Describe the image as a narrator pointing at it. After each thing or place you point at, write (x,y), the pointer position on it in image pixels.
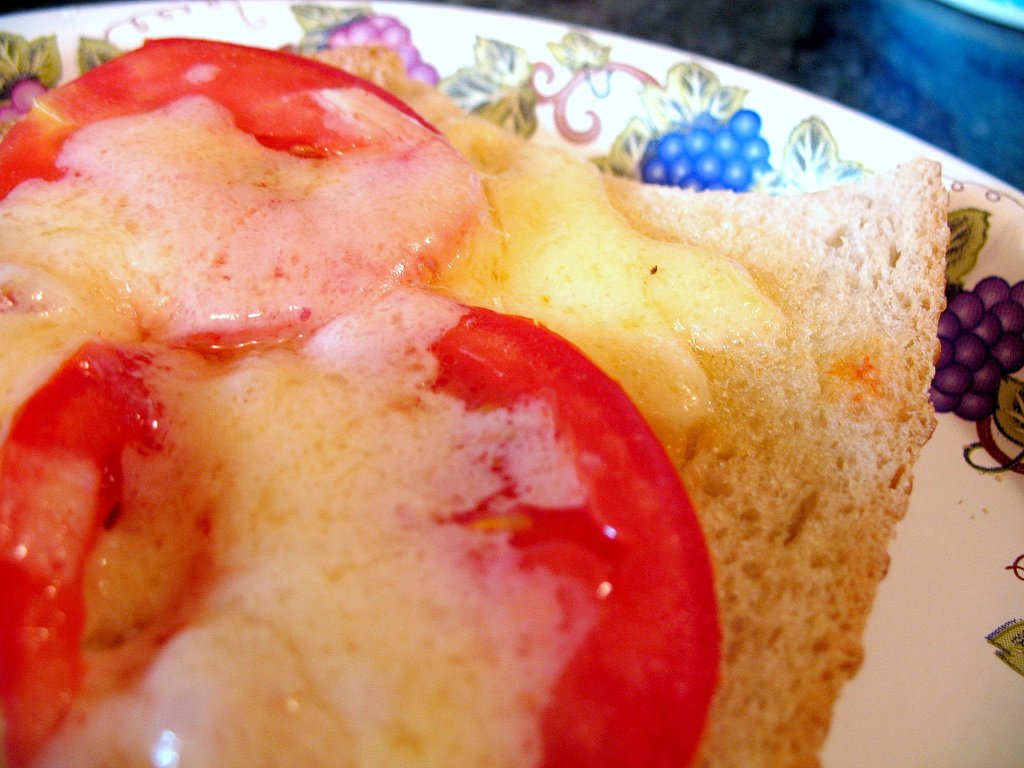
This image consists of a sandwich (464,611) kept in a plate (945,626). And we can see the tomatoes (51,394) and bread (808,297). The plate (711,147) is in white color.
